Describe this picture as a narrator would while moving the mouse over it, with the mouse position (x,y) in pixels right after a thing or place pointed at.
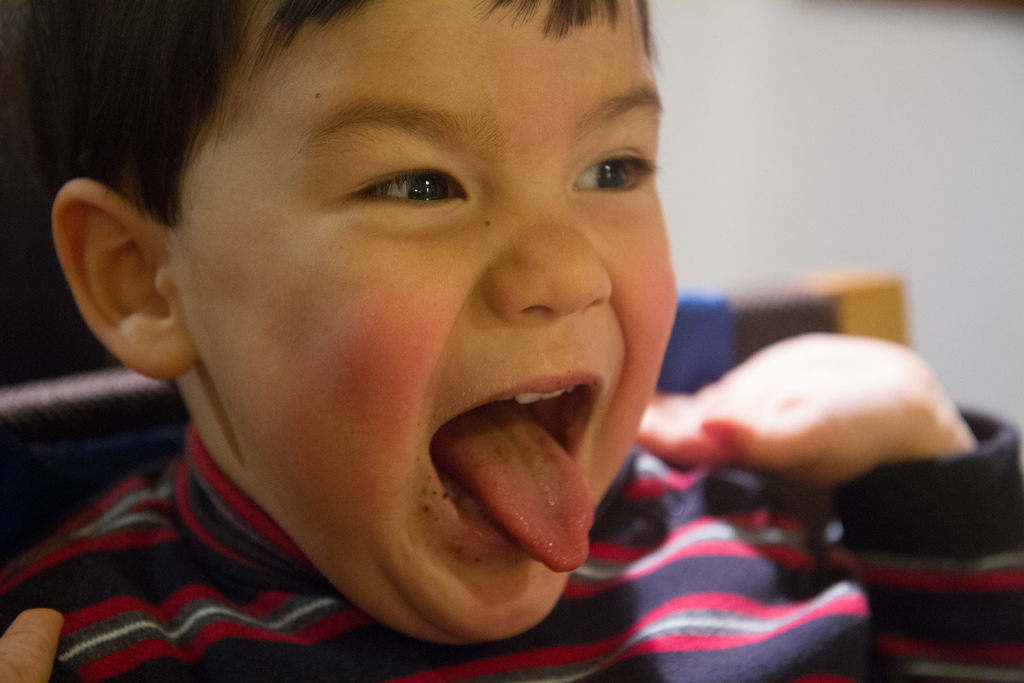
In this image we can see a boy (542,615) opening his mouth (491,514). He is wearing a shirt (612,629). In the background (751,331) there is a chair (786,321) and a wall (820,173).
